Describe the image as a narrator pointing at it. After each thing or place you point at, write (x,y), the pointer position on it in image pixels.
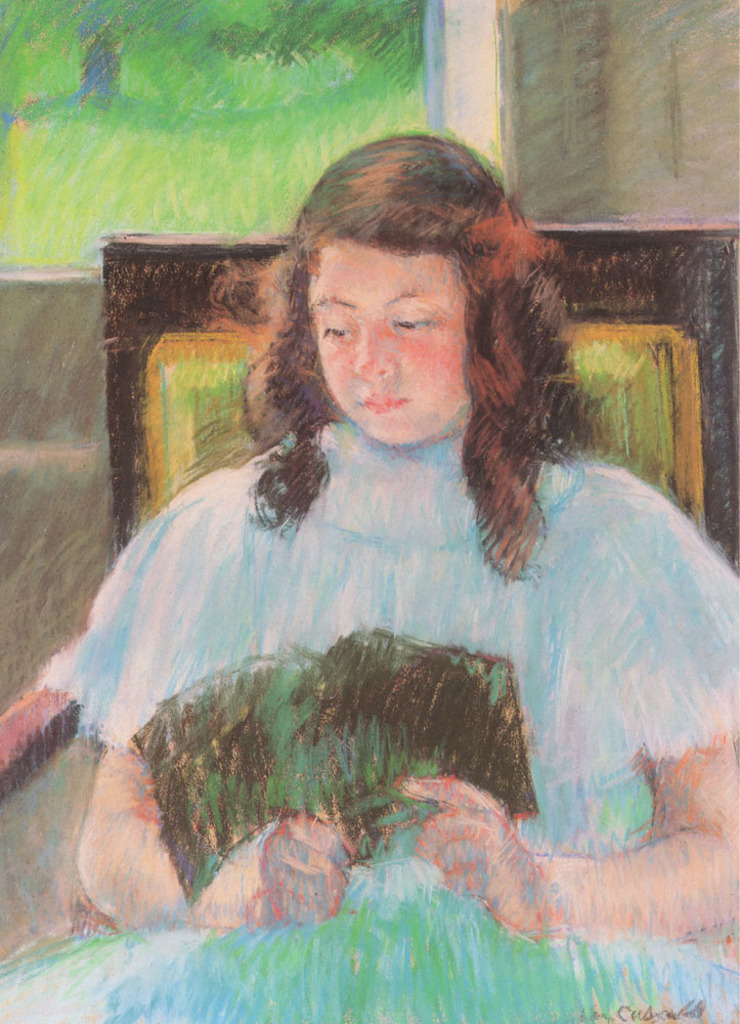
In this image we can see the painting (305,358) of a lady (363,385), she is sitting on the chair (651,371), and reading a book (360,788).
